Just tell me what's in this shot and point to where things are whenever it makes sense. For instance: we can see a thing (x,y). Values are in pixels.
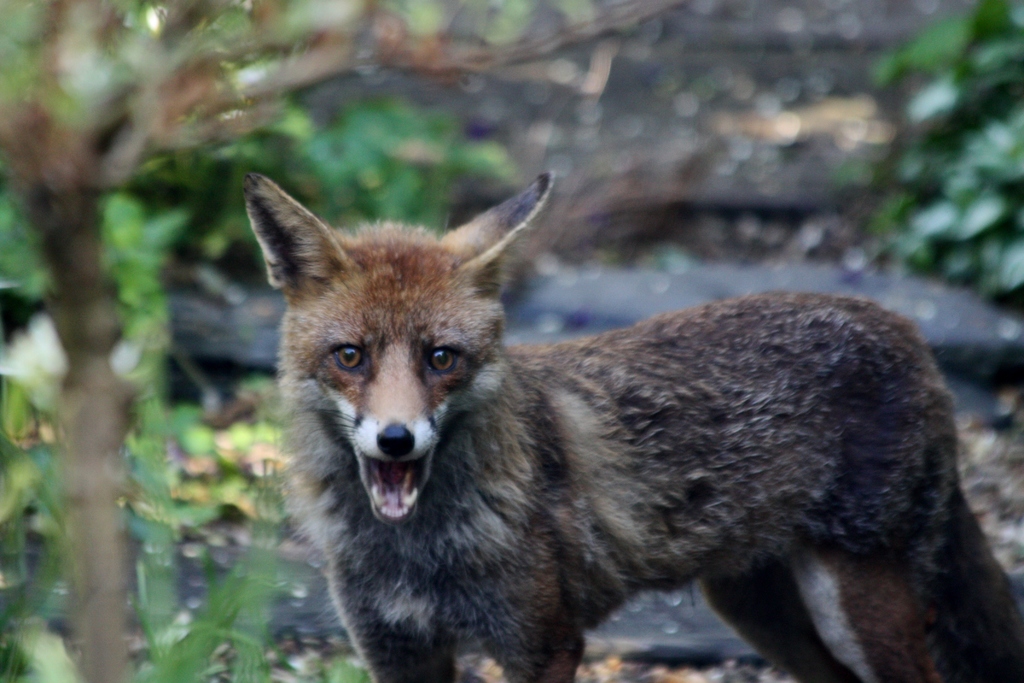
In this image we can see an animal (343,406). In the background (156,409) there are trees (121,423).
